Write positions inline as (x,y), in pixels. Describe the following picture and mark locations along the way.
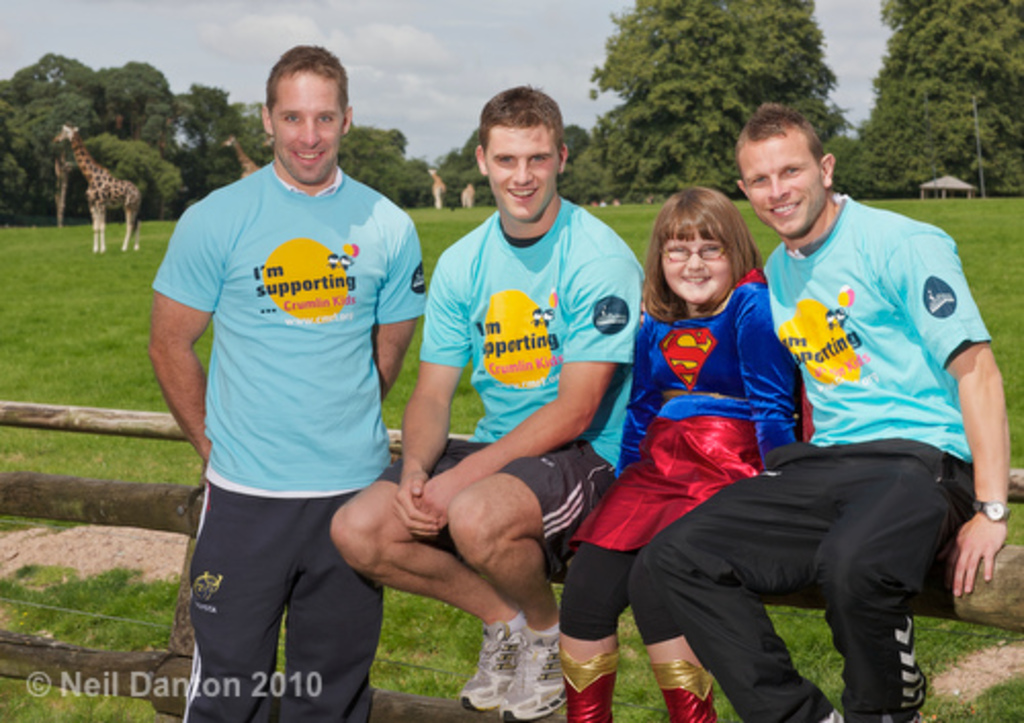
In the middle of the image (353,426) a man (323,52) is standing and smiling. Behind him we can see a fencing (136,426), on the fencing (150,426) three persons (857,272) are sitting and smiling. Behind them we can see grass (1004,208), giraffes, shed (937,195) and trees (66,106). At the top of the image (186,81) we can see some clouds (38,11) in the sky (66,3).
